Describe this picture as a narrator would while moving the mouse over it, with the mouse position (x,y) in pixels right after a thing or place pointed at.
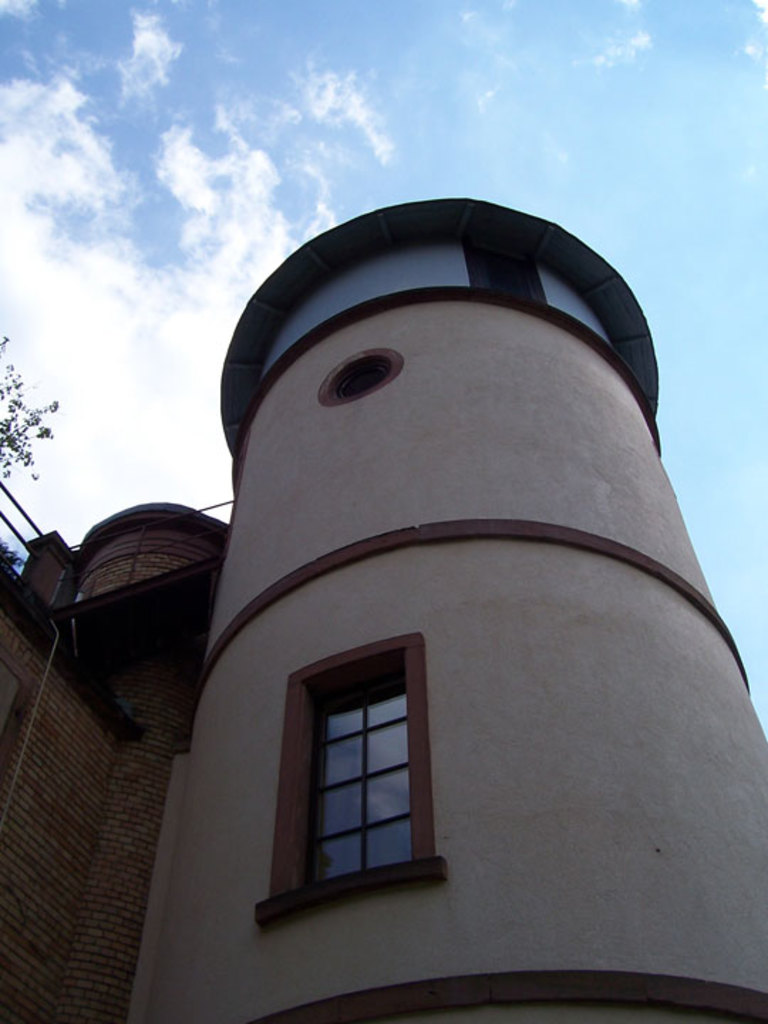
In this image, we can see a building (338,831) with windows (338,843). There is a tree (7,463). We can also see the fence (28,524). We can see the sky (294,154) with clouds (187,399).
